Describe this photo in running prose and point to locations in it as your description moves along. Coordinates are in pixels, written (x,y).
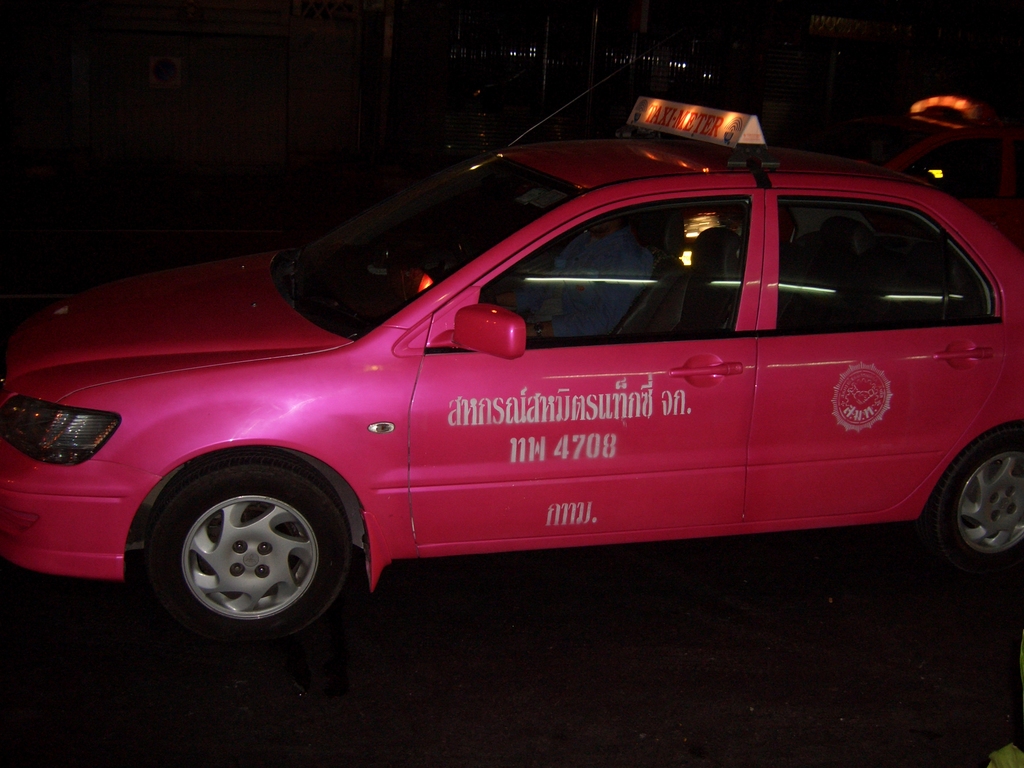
In this image we can see a person (646,282) sitting inside a vehicle (609,332) with a signboard (708,127) and some text (583,448) is placed on the ground (720,570). In the background (972,189), we can see a vehicle (969,141) and some lights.
